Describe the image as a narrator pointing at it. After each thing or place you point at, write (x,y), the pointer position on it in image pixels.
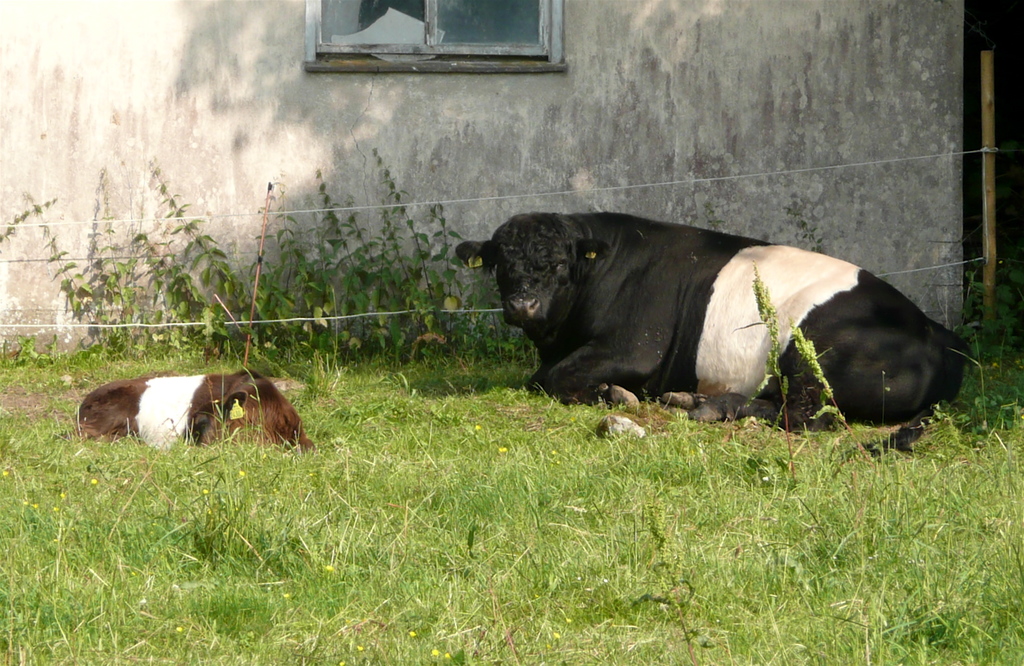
In this image two animals (827,373) are sitting on the grassland (701,504) having few plants (148,331). Behind there is a wall (469,114) having a window (484,52). Right side (988,177) there is a wooden stick (988,203) tied with ropes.
